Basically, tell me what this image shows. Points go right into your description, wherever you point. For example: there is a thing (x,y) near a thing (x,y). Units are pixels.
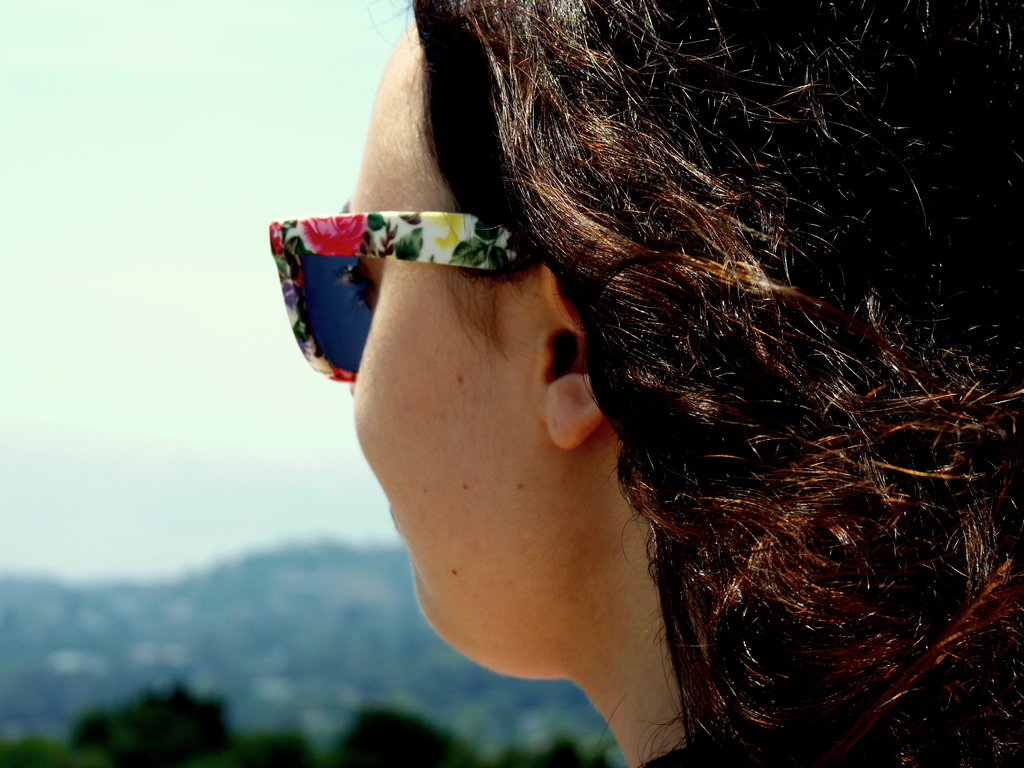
In this image I can see a woman (622,407) is wearing shades (341,369). In the background (232,524) I can see trees (223,627) and the sky (171,336). The background of the image (172,665) is blurred.
